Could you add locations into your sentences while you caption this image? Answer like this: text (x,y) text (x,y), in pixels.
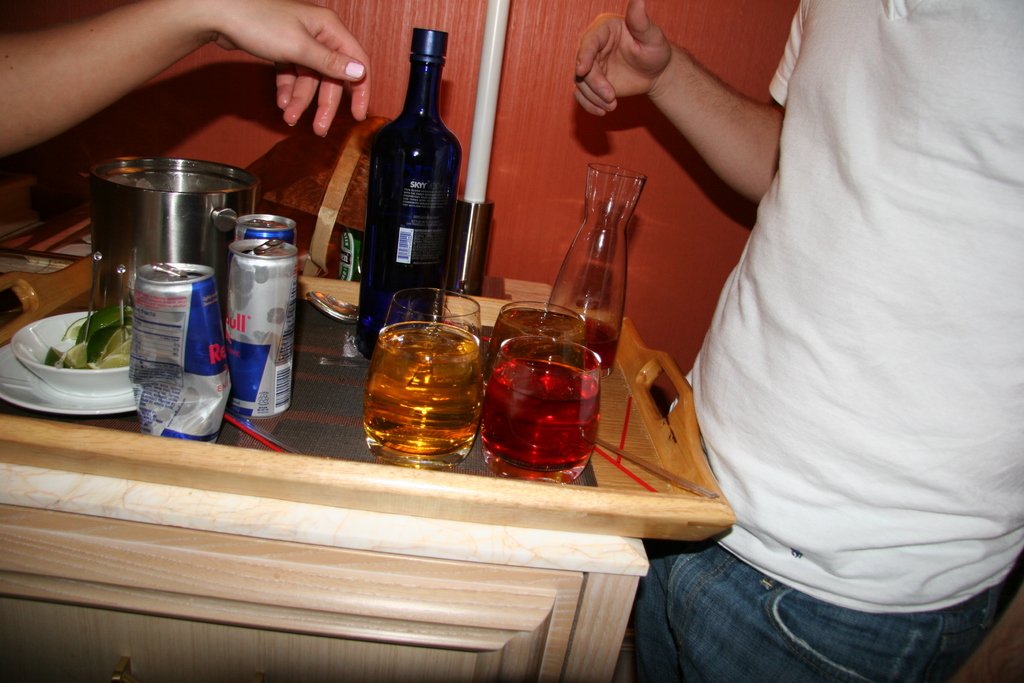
This is a picture taken in the room (358,418), in the room (374,432) there is a wooden table (286,537) on the table (287,510) there is a tray (300,463) on tray (296,479) there are glasses (524,378), jar (601,310), bottle (412,259), tin (250,297), bowl (80,382), saucer (76,413). On the right side of the tray (284,475) there is a man (875,268) in white t shirt (876,326). Background of this people (877,383) this is a wall (524,42) which is in orange color.
